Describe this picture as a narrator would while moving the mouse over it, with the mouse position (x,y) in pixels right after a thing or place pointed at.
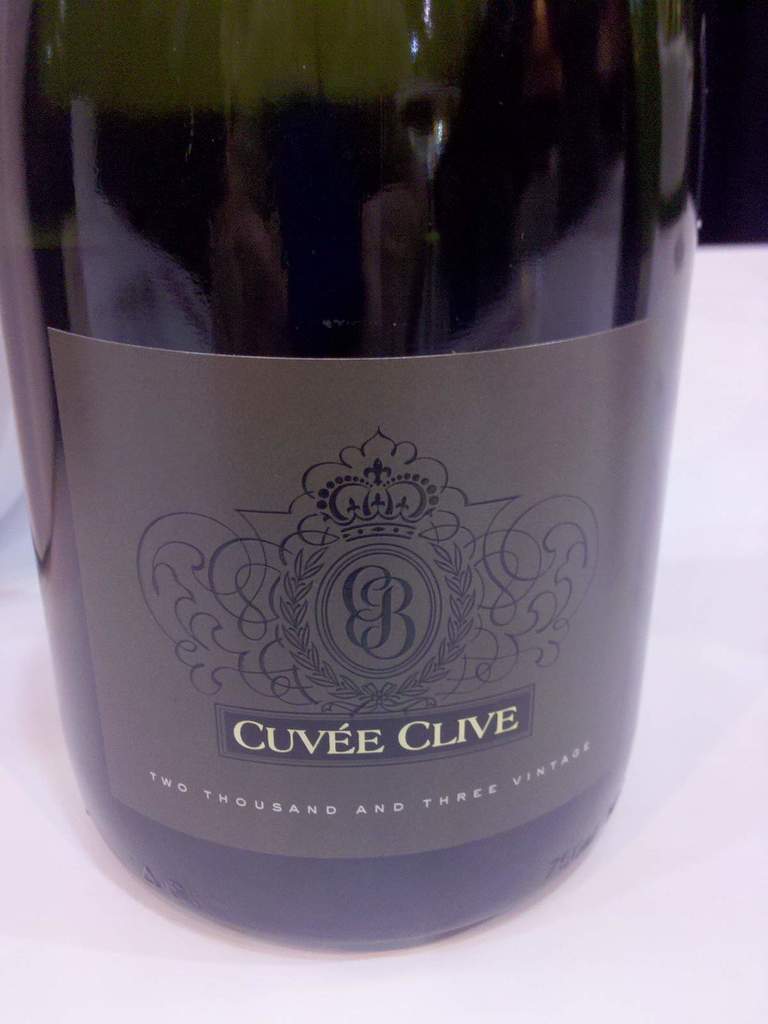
In this picture we can see a bottle (308,774) with sticker (415,588) on a white object (170,948). In the background of the image (747,142) it is dark.
